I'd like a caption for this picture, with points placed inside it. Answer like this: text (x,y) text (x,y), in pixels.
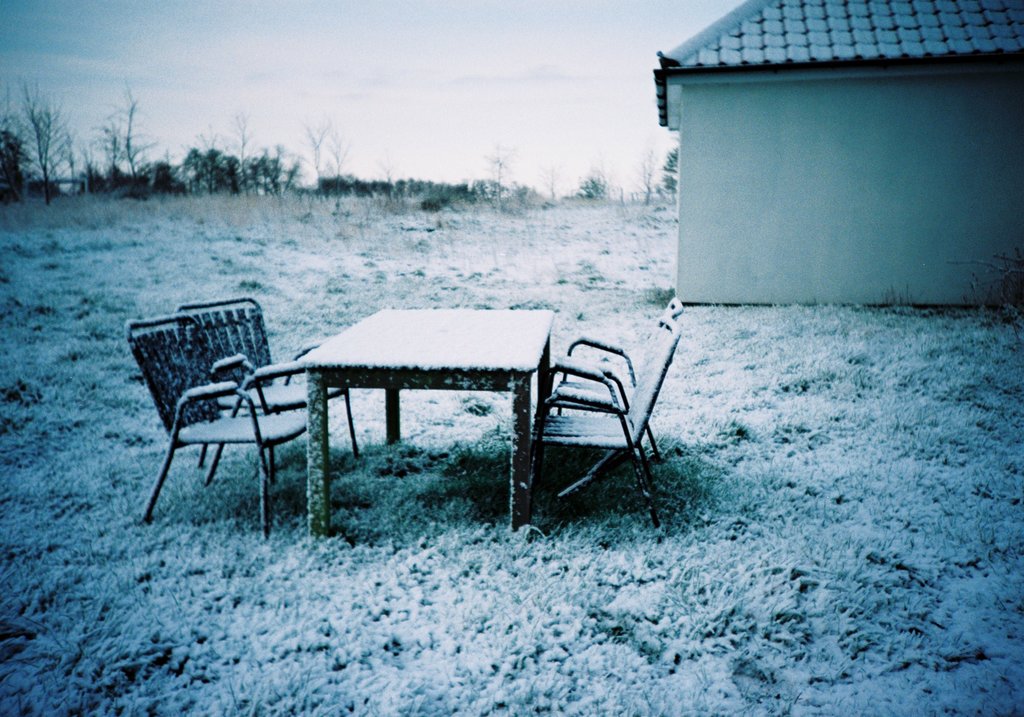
In this image I can see a table (508,353) and four chairs (653,384) in the front (607,445). On the right side of the image (772,113) I can see a building (697,91). In the background (561,194) I can see number of trees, clouds (215,67) and the sky (305,96). I can also see snow (708,616) on the ground (649,336), on the chairs (553,438) and on the table (487,358).
